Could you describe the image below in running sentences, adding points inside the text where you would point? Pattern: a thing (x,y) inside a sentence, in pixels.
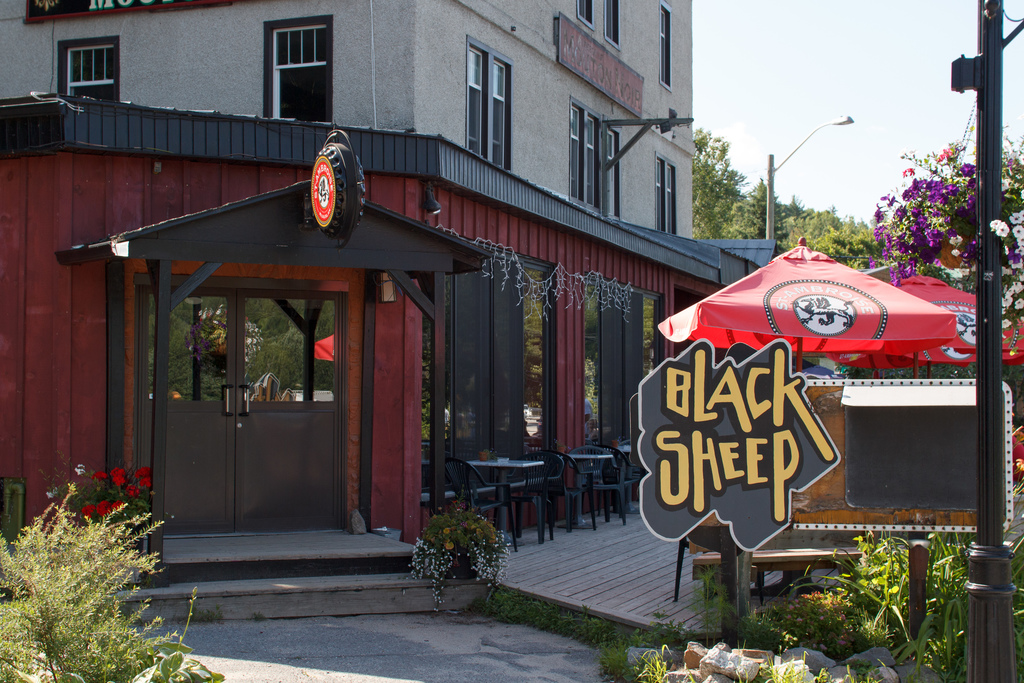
This image is taken outdoors. At the bottom of the image (398,633) there is a floor (476,653) and there are a few plants (794,618) in the pots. In the background (47,52) there is a building (263,145) with walls (462,123), windows (468,141), a roof (268,141) and a door (257,424) and there is a board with a text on it. There are a few empty chairs (536,483) and tables (507,463) on the floor (633,521). On the right side of the image (886,334) there are two umbrellas (887,323) and there is a board (776,469) with a text (701,506) on it. There are a few trees (872,260) and a pole (989,609).
